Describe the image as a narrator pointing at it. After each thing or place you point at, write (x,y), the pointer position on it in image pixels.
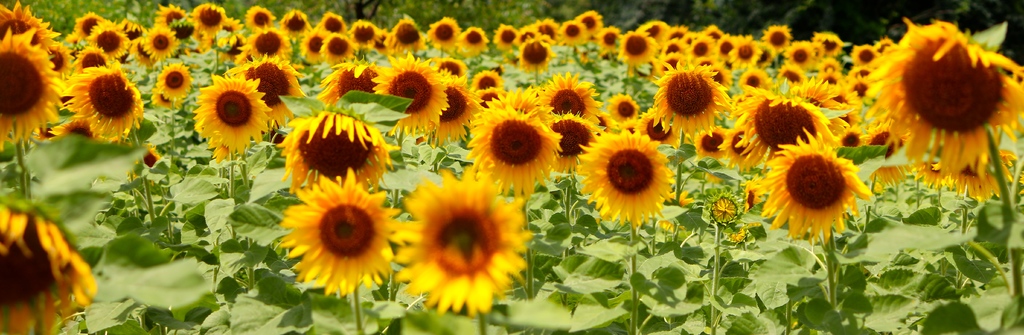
In this image, we can see plants (66,75) along with flowers (289,61).
